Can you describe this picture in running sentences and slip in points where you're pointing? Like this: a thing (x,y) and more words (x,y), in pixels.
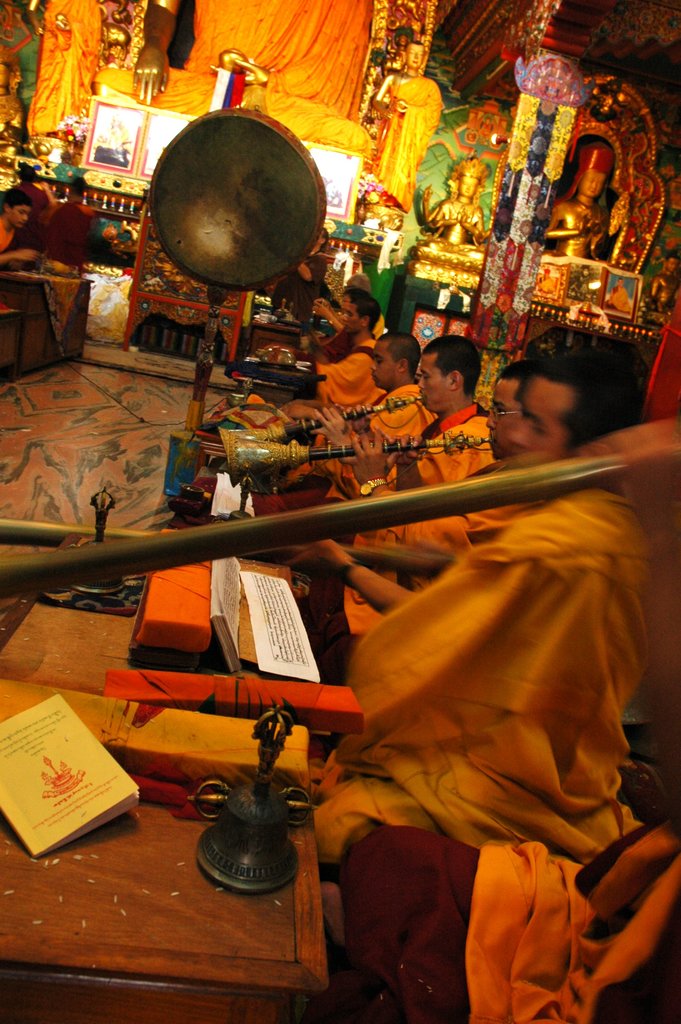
In the image on the right side (496,601) there are many people (445,623) sitting and playing musical instruments (302,522). In front of them there are tables (86,671) with books (26,730) and some other things (277,758). In the background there are many idols (164,104). And also there are few other things (505,300) in the image.
